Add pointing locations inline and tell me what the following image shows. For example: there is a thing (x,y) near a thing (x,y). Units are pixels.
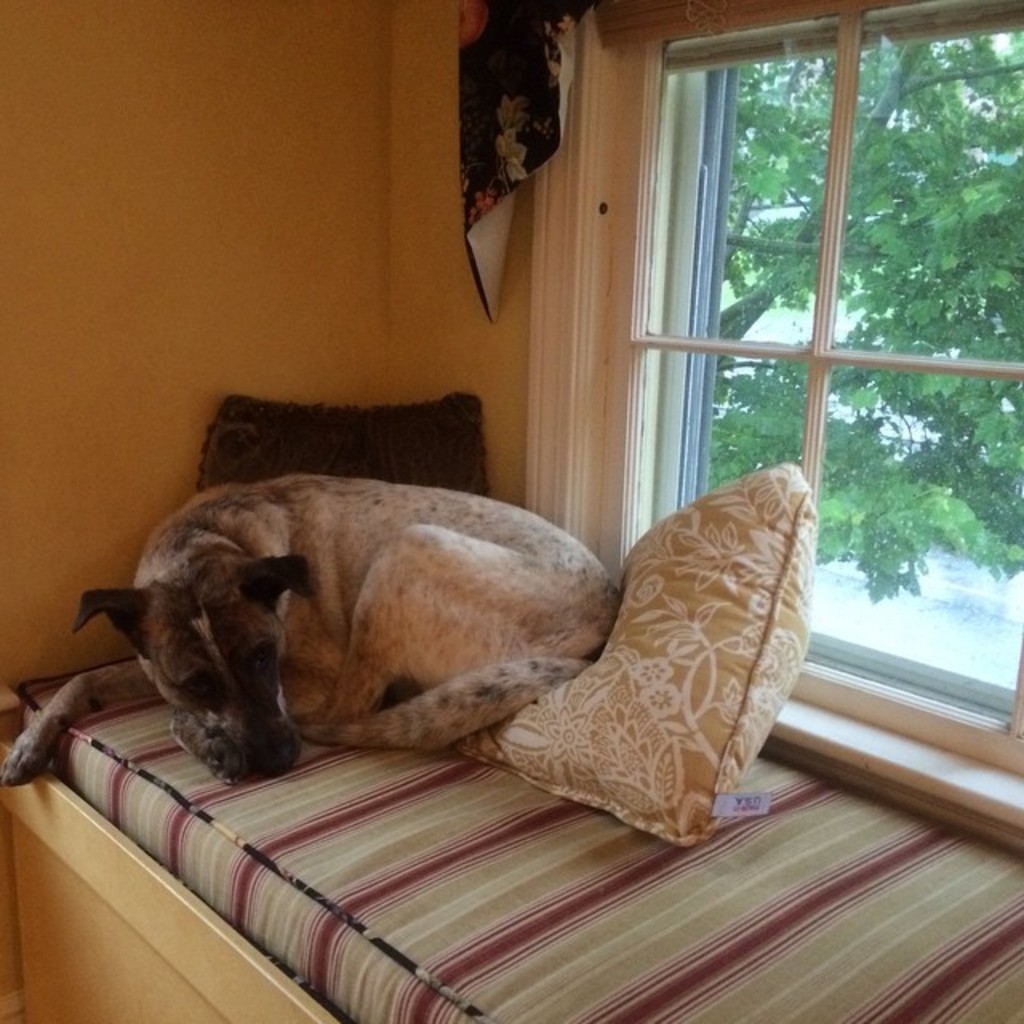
Here I can see a dog (393,570) is laying on the bed (446,910). Along with this I can see two pillows (326,453). Beside this there is a window (869,320) to the wall (299,219). On the top (508,33) I can see a black color cloth (510,100) is hanging. In the outside I can see a tree (881,199).
